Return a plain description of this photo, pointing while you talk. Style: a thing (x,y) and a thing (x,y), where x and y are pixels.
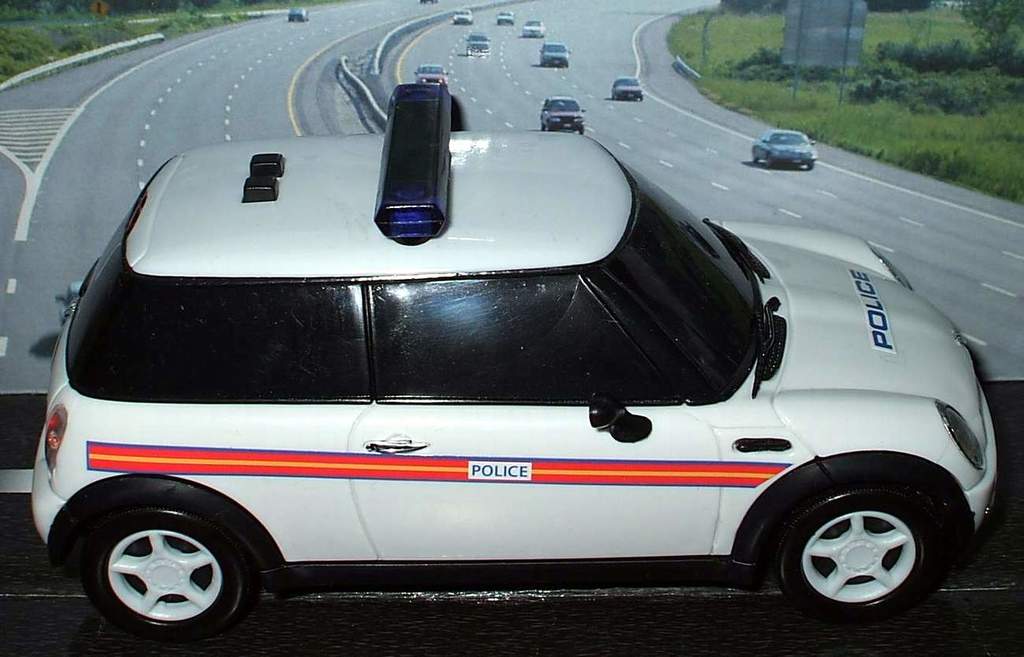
In front of the picture, we see a white car (505,360) on which "Police" is written. Behind that, there are many cars (554,105) moving on the road (445,48). On either side of the road (315,6), we see grass (867,120) and trees (989,6). This picture is clicked outside the city.
